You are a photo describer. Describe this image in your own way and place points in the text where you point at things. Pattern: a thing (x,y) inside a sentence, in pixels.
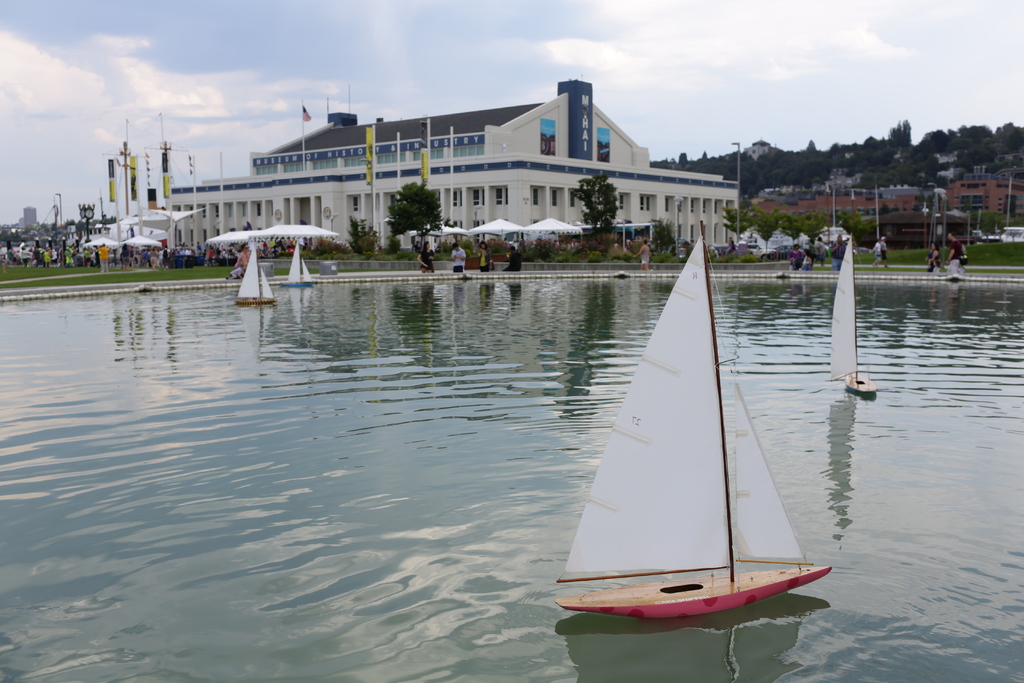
In the background (593,41) we can see sky (376,45) with clouds (536,38), trees (778,157), a building (454,176), people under the tents (136,236). Few people (842,254) are standing and few are walking. We can see boats (850,339) and water (364,480).
